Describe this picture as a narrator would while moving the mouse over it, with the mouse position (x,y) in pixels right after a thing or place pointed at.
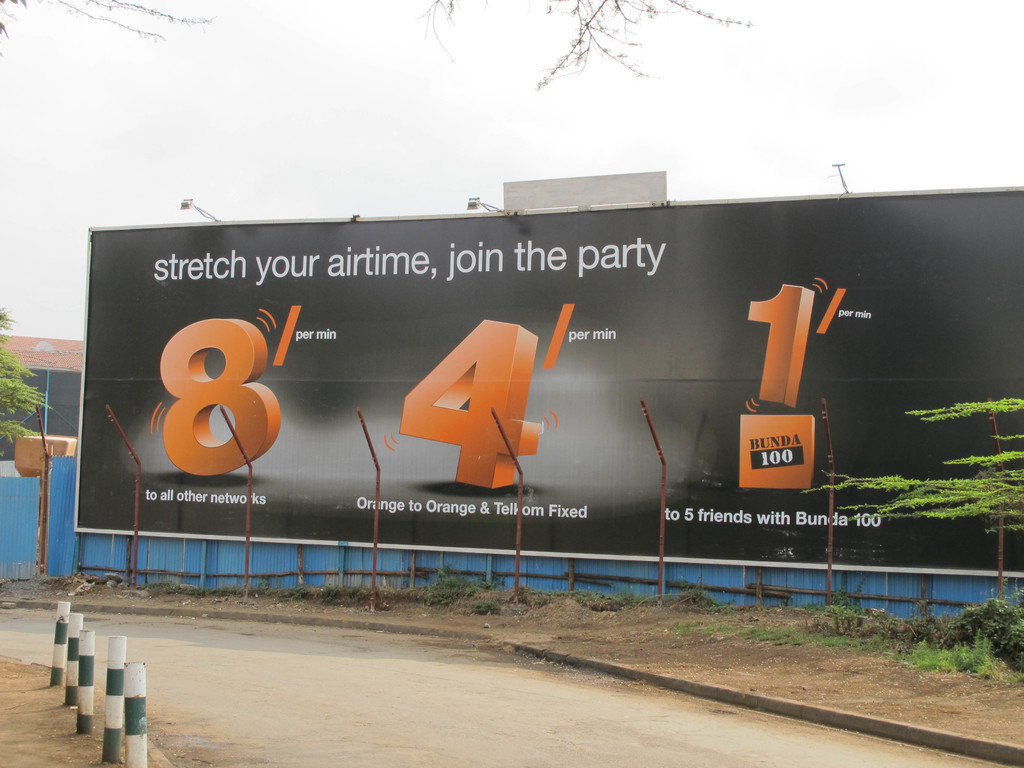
In the picture there is an advertisement board (514,215) attached in front of a fencing (98,556) and there are few poles (118,660) beside the road (152,671) in front of that board (972,444), on the right side (950,491) there is a plant (975,496).
